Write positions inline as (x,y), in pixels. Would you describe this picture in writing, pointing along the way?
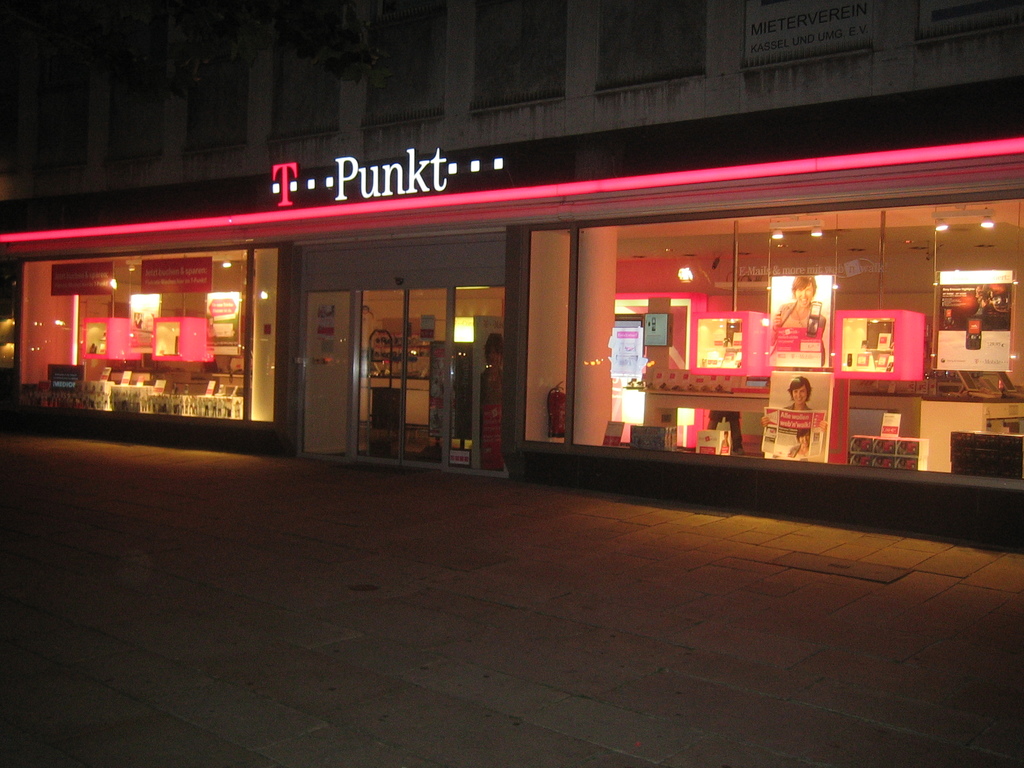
In this image I can see the ground (346,618) and the building (556,133). Inside the building (696,414) I can see few boards (804,337), few lights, the ceiling (689,249), the wall (866,261), few posters (637,362) attached to the wall (651,290) and a fire extinguisher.
